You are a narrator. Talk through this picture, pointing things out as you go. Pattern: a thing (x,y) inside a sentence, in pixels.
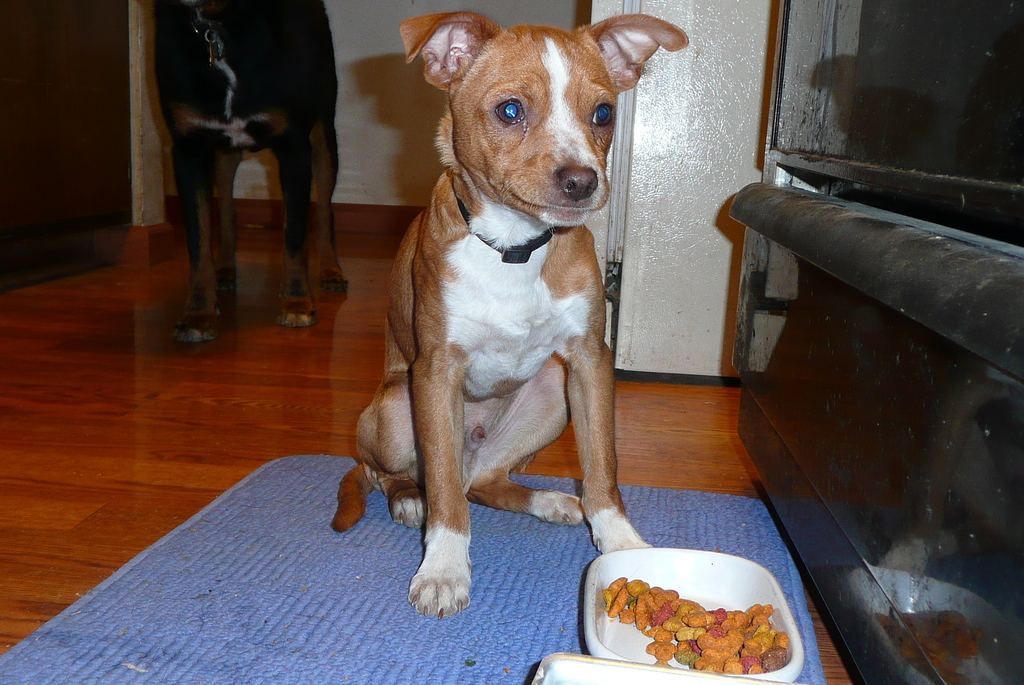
In this image I can see a blue colored floor mat (317,579) on which I can see a dog (443,345) which is brown and cream in color and a white colored bowl (590,608) with dog food (656,630) in it. In the background (193,457) I can see the brown colored floor (210,444), a black colored dog (248,143) and the white colored wall (396,67). To the right side of the image (846,301) I can see a black colored object (895,268).
